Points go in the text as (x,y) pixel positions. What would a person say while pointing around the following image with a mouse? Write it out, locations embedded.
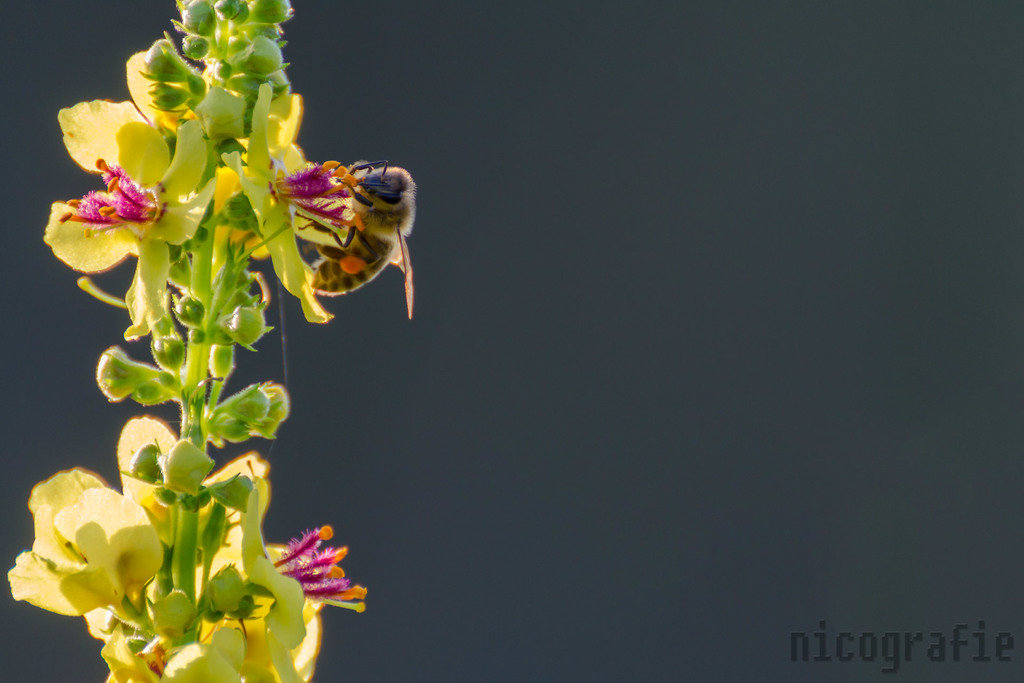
In this image we can see some flowers (299,296) and buds (136,474), there is a bee (339,240) on a flower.
